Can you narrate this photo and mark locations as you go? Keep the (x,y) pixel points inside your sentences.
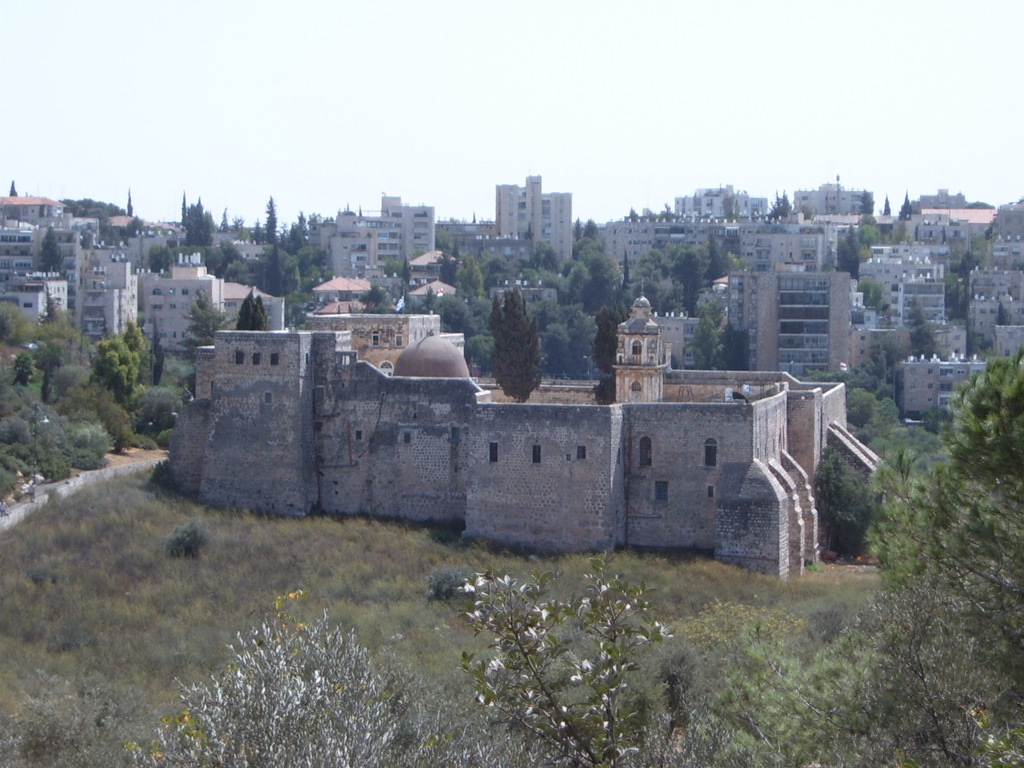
In the center of the image (505,313) we can see the sky (397,166), buildings (810,279), windows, trees (790,693) and a few other objects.
